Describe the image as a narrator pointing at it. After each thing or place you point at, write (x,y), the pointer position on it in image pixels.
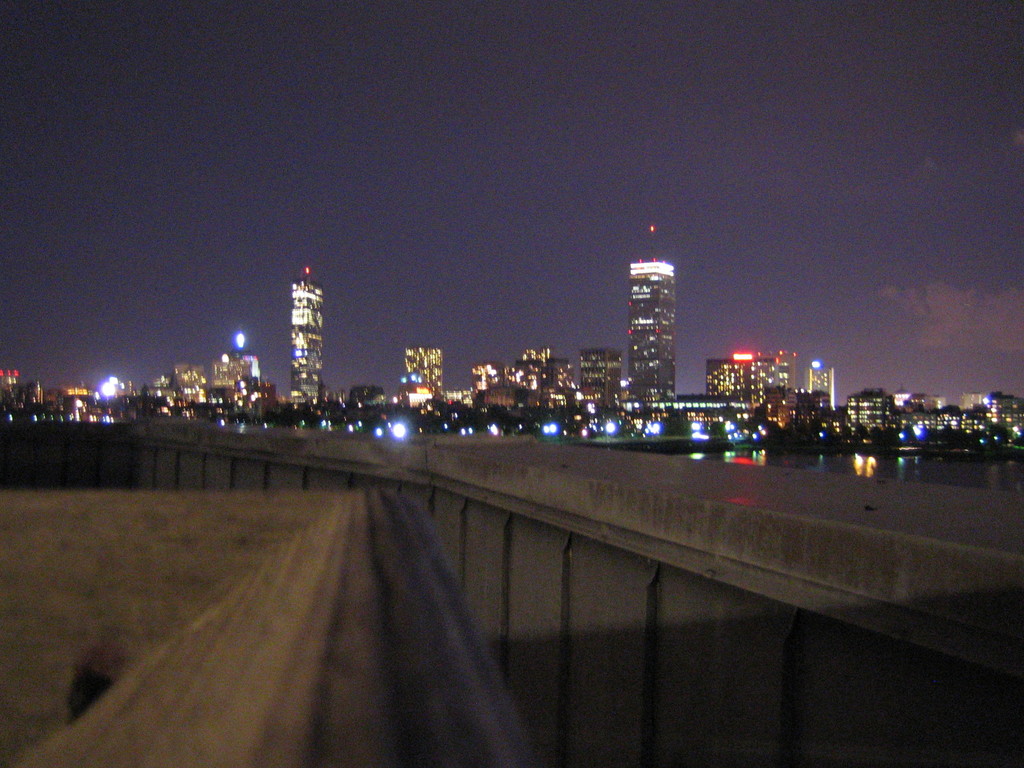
In this picture we can see a compound wall (611,479) from left to right. There are few buildings (952,411), trees (982,446) and some lights (588,405) in the background (770,408). We can see water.
